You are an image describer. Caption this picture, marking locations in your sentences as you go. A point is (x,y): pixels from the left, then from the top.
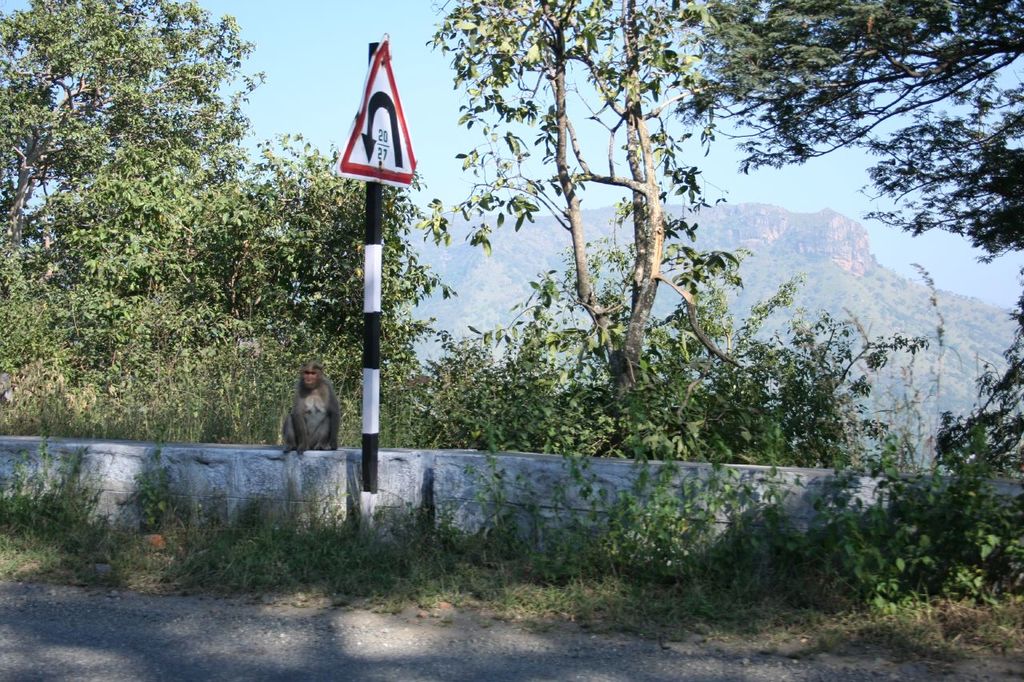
In front of the image there is a sign board (385,178), behind the sign board (385,178) there is a monkey (331,415) sitting on the concrete fence (348,460), behind the monkey (305,440) there are trees (691,366), in the background of the image (816,283) there are mountains (504,312).
